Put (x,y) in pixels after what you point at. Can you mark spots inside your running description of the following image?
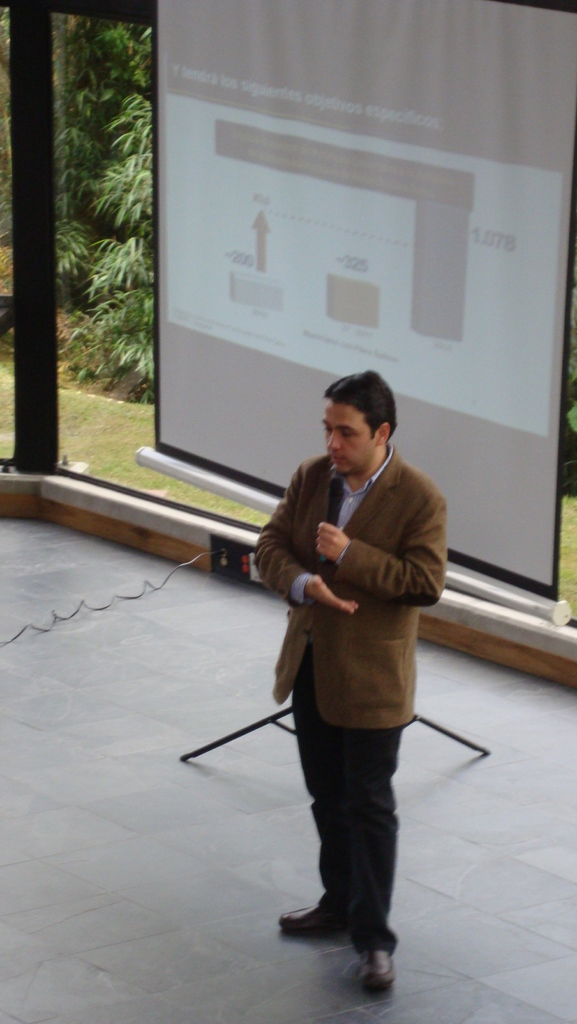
A man (378,750) is standing on the floor (272,746) and holding a mic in his hand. In the background (283,712) there is a stand (291,708) and cable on the floor (176,712) and there is a screen (284,398) and glass doors (110,386). Through the glass doors (128,230) we can see trees (93,225) and grass (72,428) on the ground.
